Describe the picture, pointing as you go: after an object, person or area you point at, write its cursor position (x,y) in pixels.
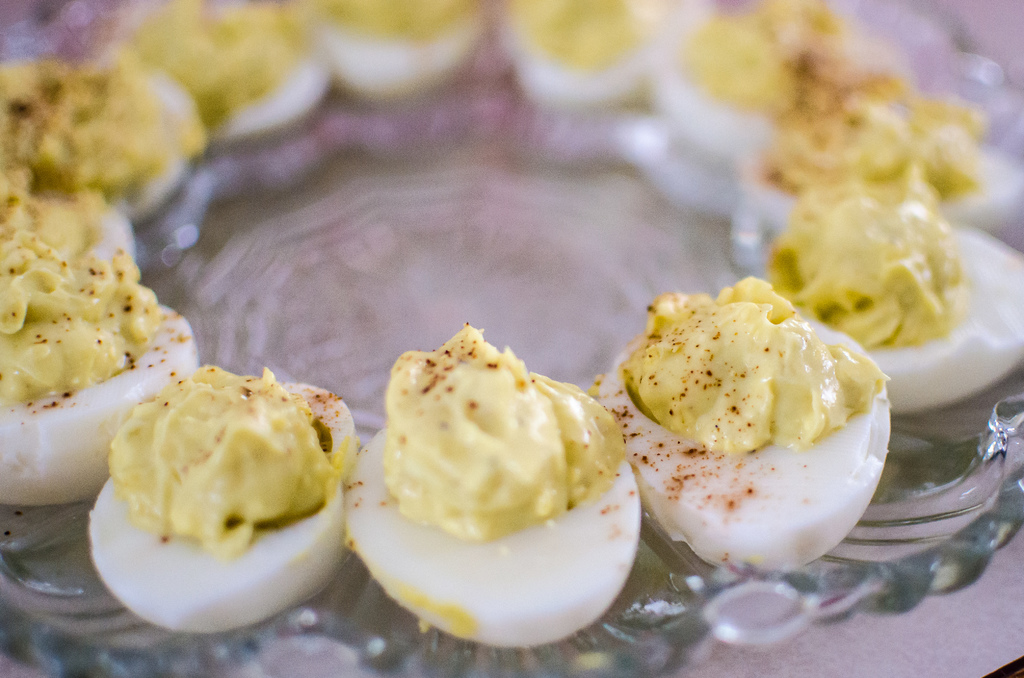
In this picture we can see a glass plate (902,521) at the bottom (705,510), we can see boiled eggs (634,443) in the plate (668,251).
